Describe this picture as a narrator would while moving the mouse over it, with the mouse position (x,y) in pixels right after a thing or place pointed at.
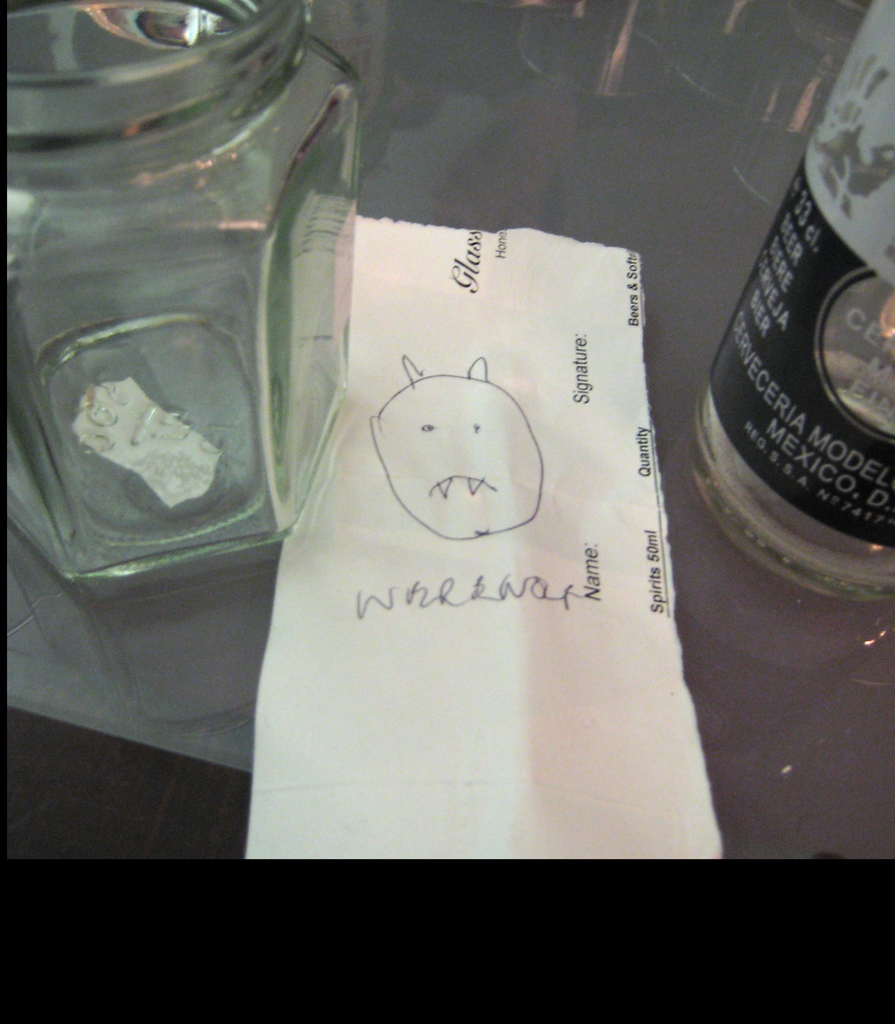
In this picture there is a jar (94,348) on the left side (269,362) and bottle (818,268) on the right side (819,244). In middle of them, there is a paper (449,827) and some doodles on it.
